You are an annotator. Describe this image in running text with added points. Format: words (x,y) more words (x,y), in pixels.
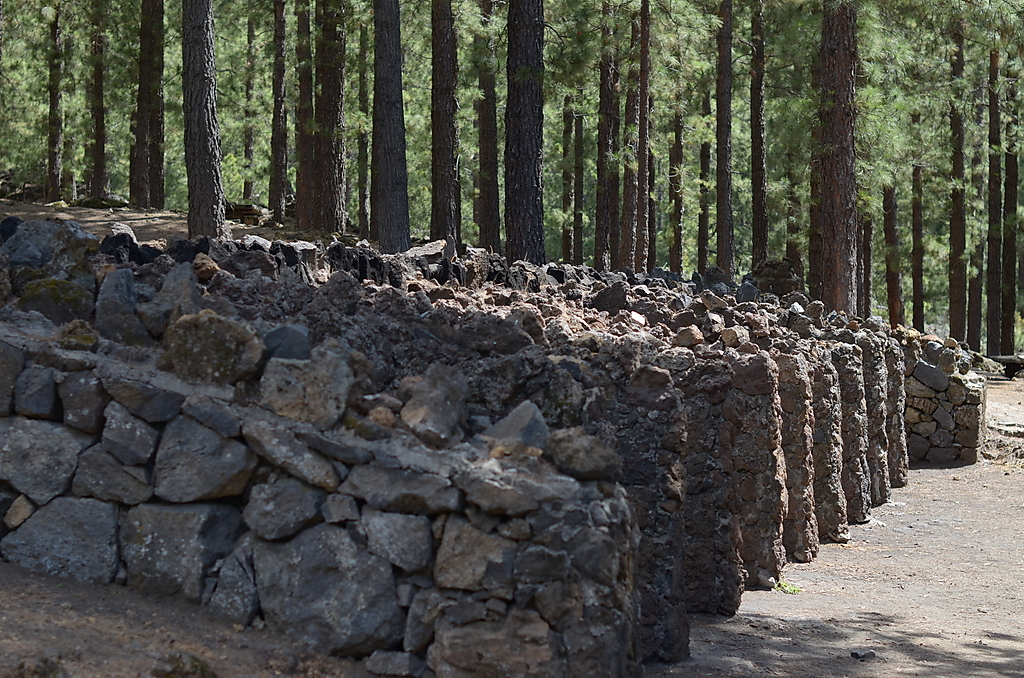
In this picture I can see number of stones (353,424) in front (81,383) and on the right side (969,495) I see the path (857,580) and in the background (398,123) I see number of trees (598,168).
